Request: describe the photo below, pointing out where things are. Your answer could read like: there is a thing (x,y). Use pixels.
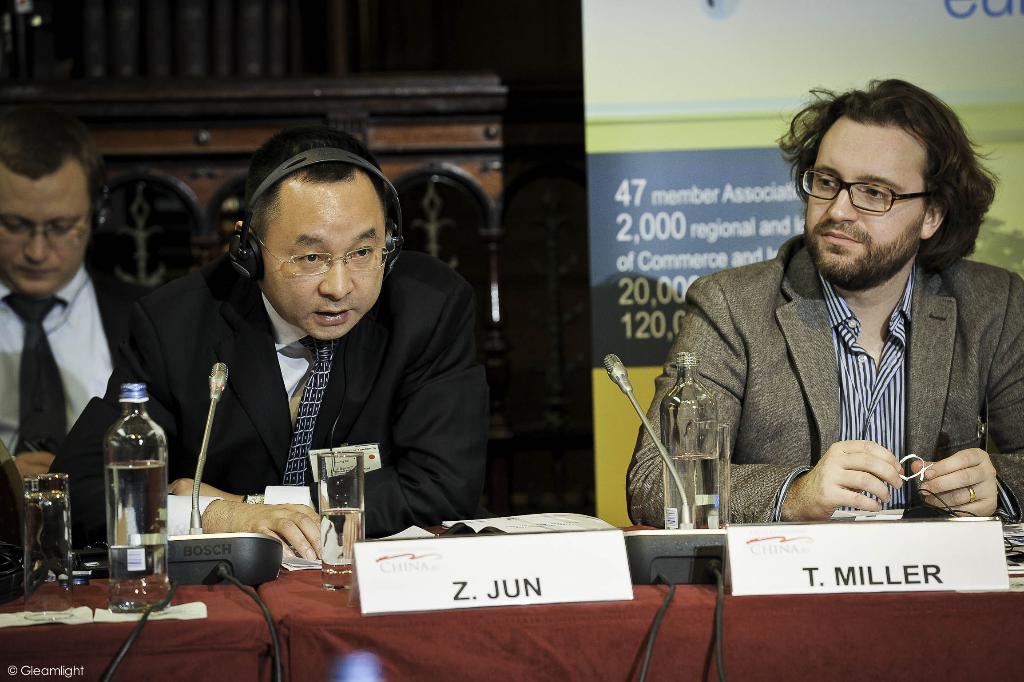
There are 3 persons (277,203) in the image, 2 men (285,365) sitting besides a table (484,612), another man (22,415) sitting in a left corner (60,304). A man (814,311) towards the right (835,348), he is wearing a spectacles (835,186), striped shirt (890,325), grey blazers (936,403), holding a wire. Middle man (408,330), he is wearing a black blazer (386,367) and a tie (311,429). On the table (111,623) there is a glass (59,515), bottle (135,519), boards (395,568) and mike's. In the background (632,71) there is a board (620,65) and some text (642,292) printed on it.
